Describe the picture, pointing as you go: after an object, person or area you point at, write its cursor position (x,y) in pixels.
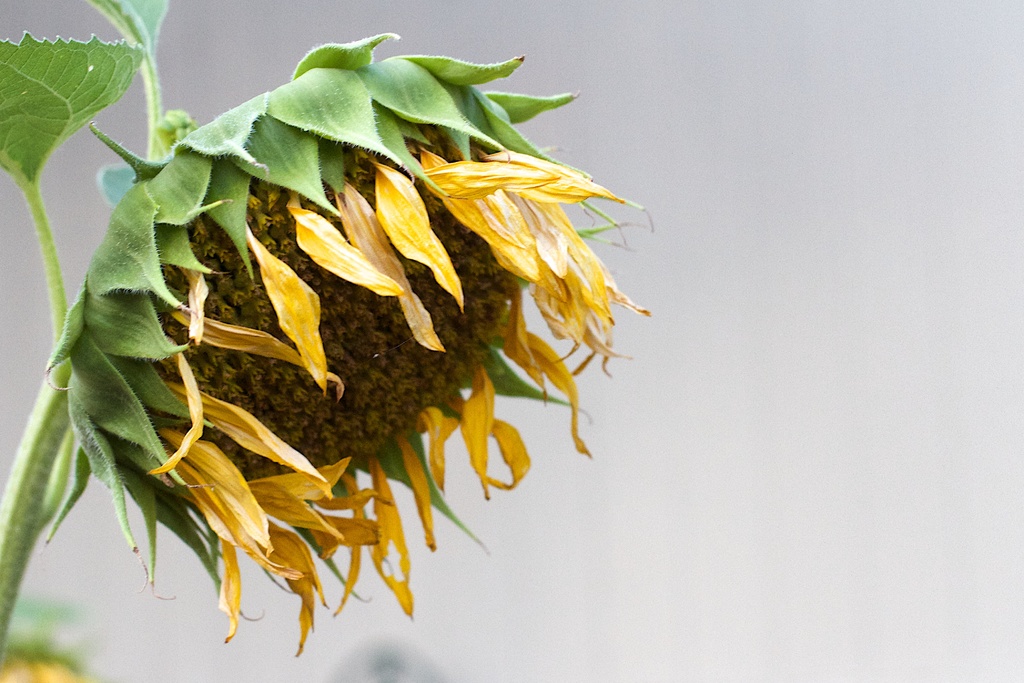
This image is taken outdoors. On the left side of the image (181,363) there is a plant (218,300) with a sunflower (257,396).
